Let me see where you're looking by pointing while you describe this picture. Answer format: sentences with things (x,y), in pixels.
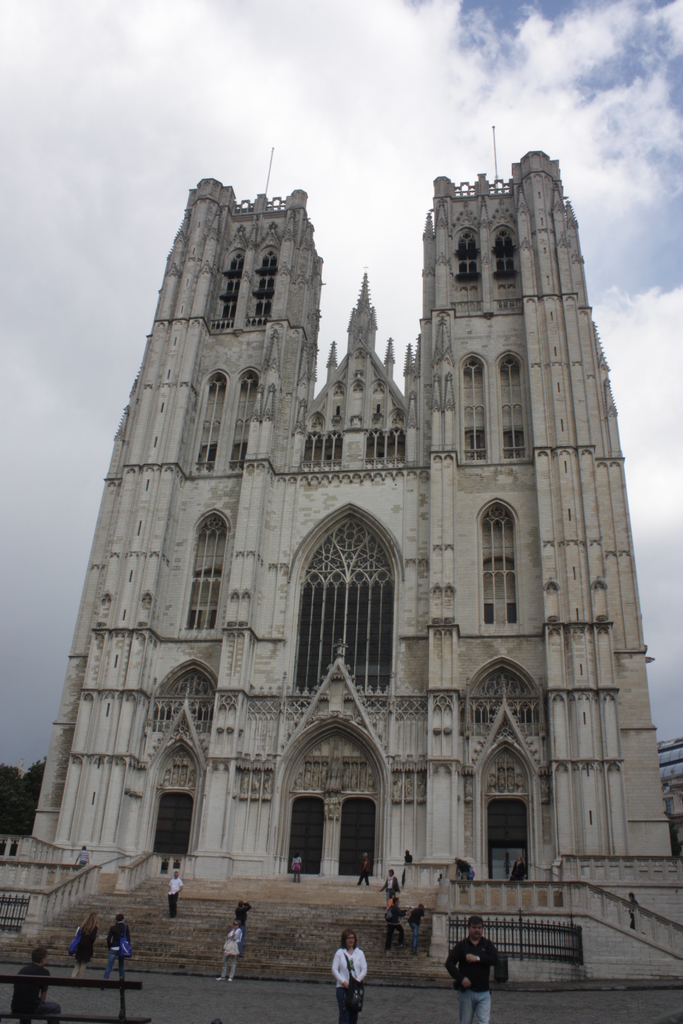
In this image there is a building (419,685) in the middle (391,580). In front of the building (284,840) there are steps (284,919) on which there are so many people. At the top (609,97) there is the sky (629,101).
